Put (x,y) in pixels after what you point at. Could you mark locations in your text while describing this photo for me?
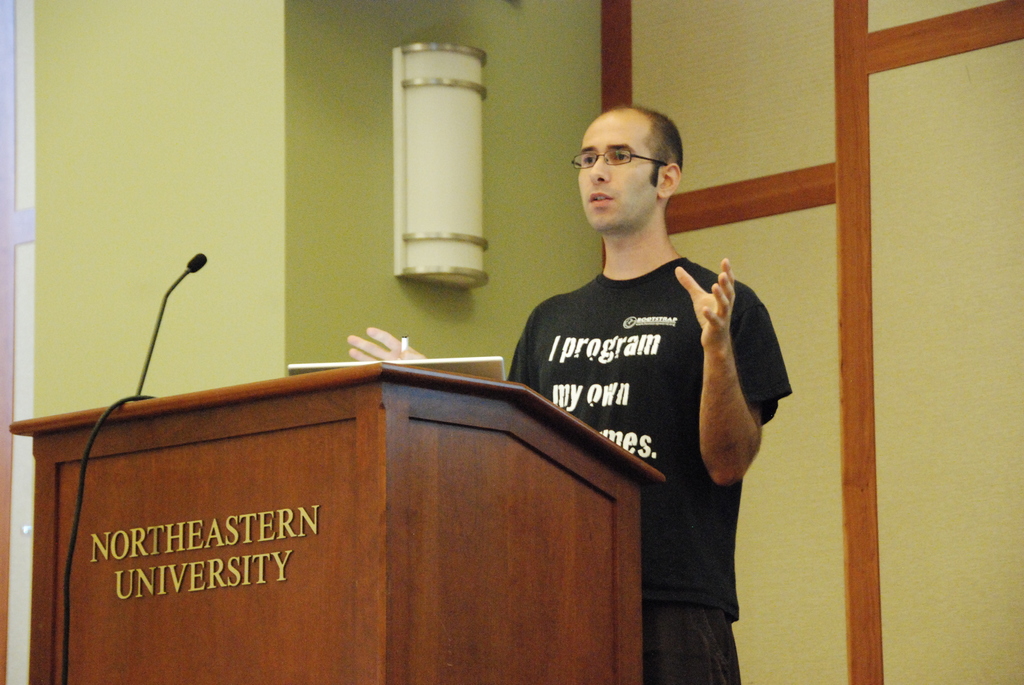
In this image there is a wall (51,385) in the left corner (103,375). There is a podium (75,678) with mike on it and a person (776,390) in the foreground (226,467). There is a wall (579,8) with some object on it in the background (585,69).
